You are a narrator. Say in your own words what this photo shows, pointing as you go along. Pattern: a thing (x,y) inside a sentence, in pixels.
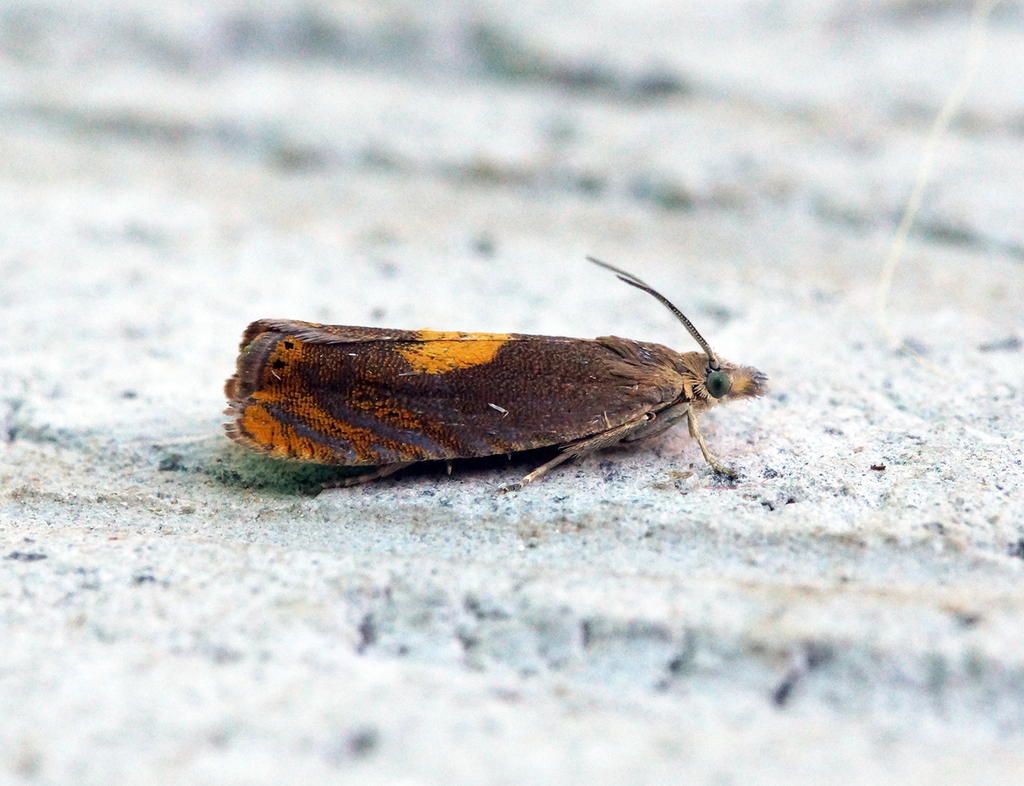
In the center of the image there is a insect (602,265).
